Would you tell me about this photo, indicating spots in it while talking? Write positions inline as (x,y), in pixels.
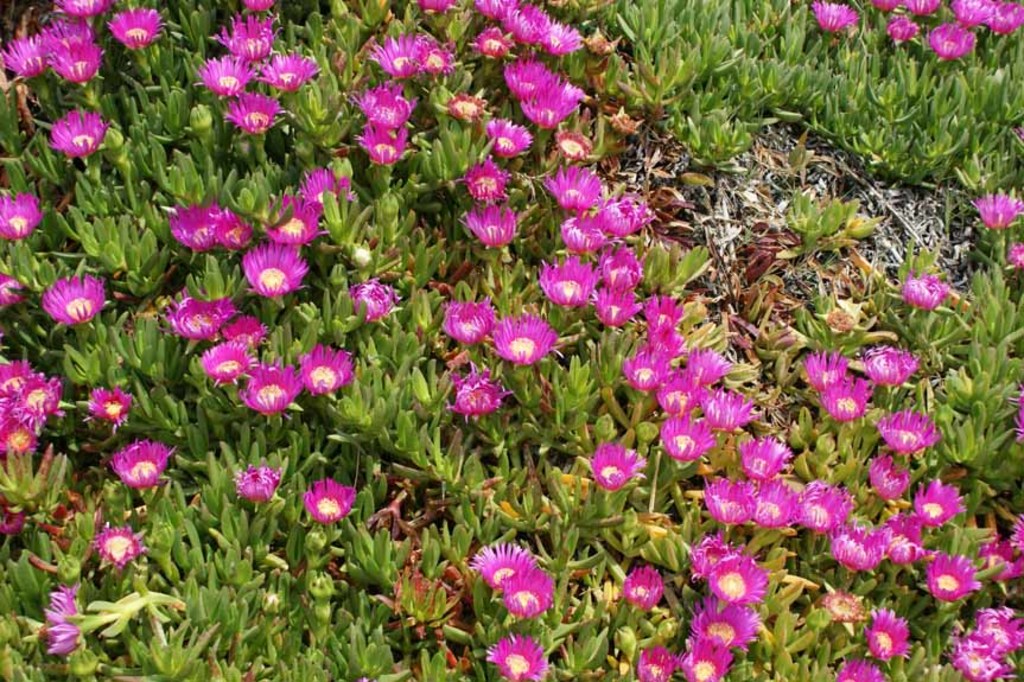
In this image I can see few flowers (745,645) in pink color and I can see few plants (413,201) in green color.
